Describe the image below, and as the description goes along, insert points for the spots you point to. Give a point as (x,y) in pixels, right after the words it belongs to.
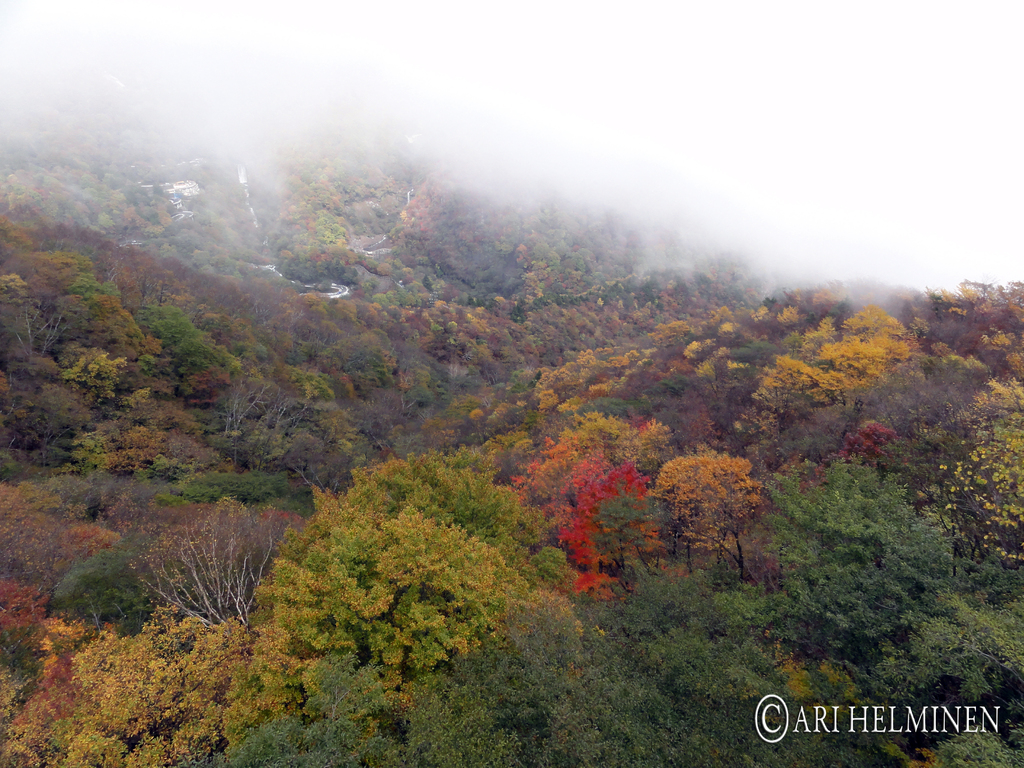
In this picture we can see trees (230,367) and at the bottom right corner of an image (763,728) we can see a watermark (782,700).
